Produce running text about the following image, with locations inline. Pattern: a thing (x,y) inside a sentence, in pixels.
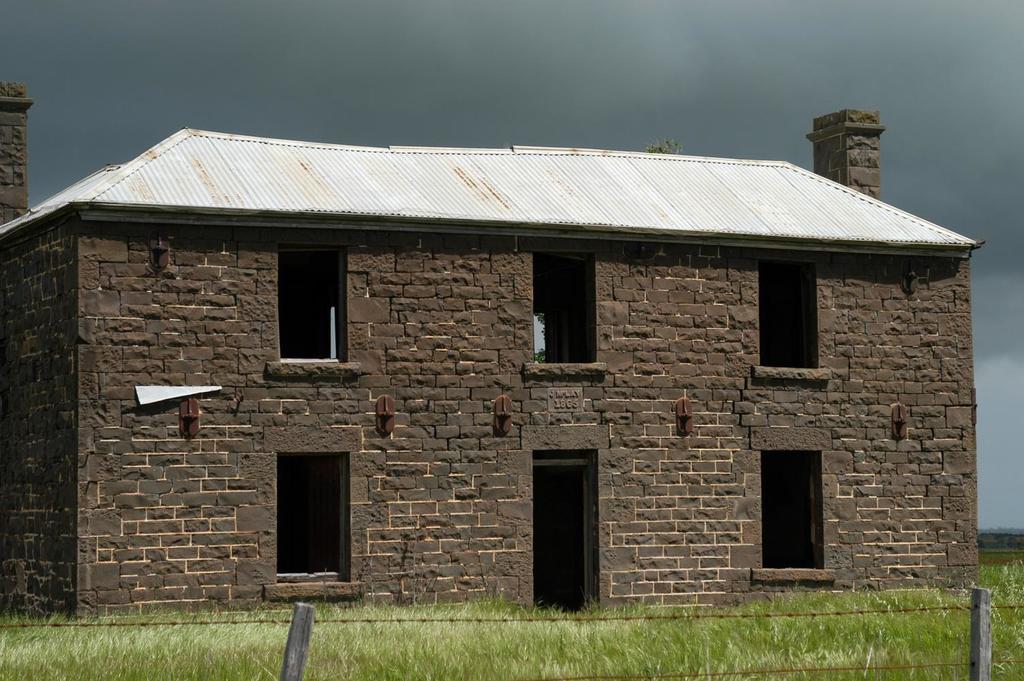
In this picture I can see a house (734,247), there is grass (721,643), fence (981,595), and in the background (781,110) there is sky (876,9).
